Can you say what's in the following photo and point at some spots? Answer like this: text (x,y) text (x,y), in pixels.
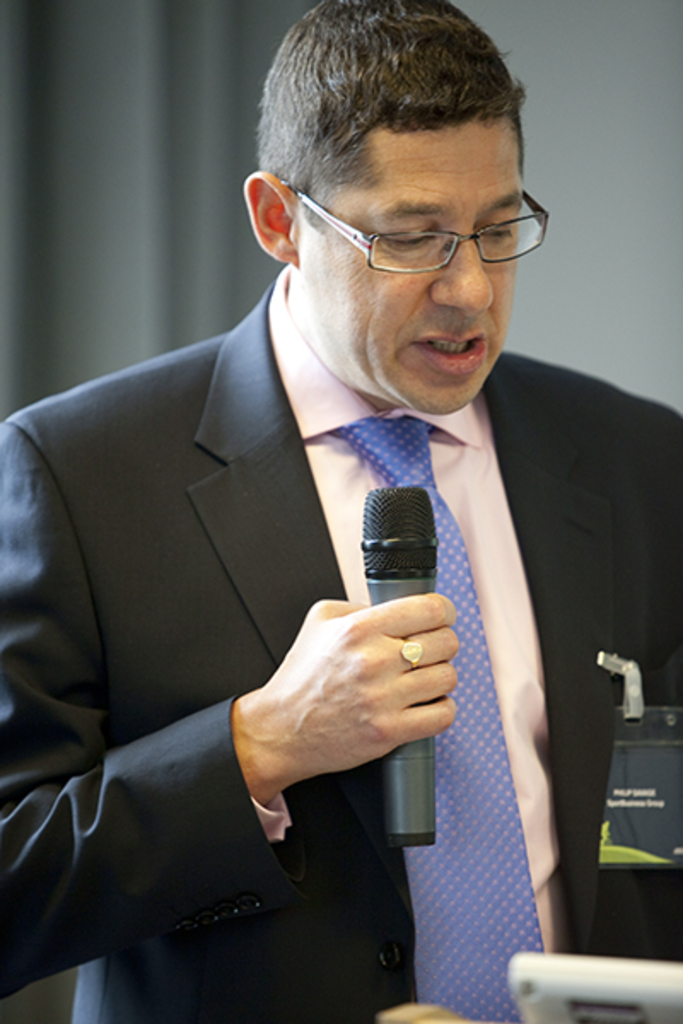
This is the man (212,494) wearing suit (233,506), shirt (346,468), tie (426,447) and spectacles (368,260). He is holding mike (427,539) and talking. This is a badge (624,747) attached to his jacket (568,673). This looks like an object (594,966) which is white in color. At background (118,339) I think it is a curtain (135,202) hanging.
